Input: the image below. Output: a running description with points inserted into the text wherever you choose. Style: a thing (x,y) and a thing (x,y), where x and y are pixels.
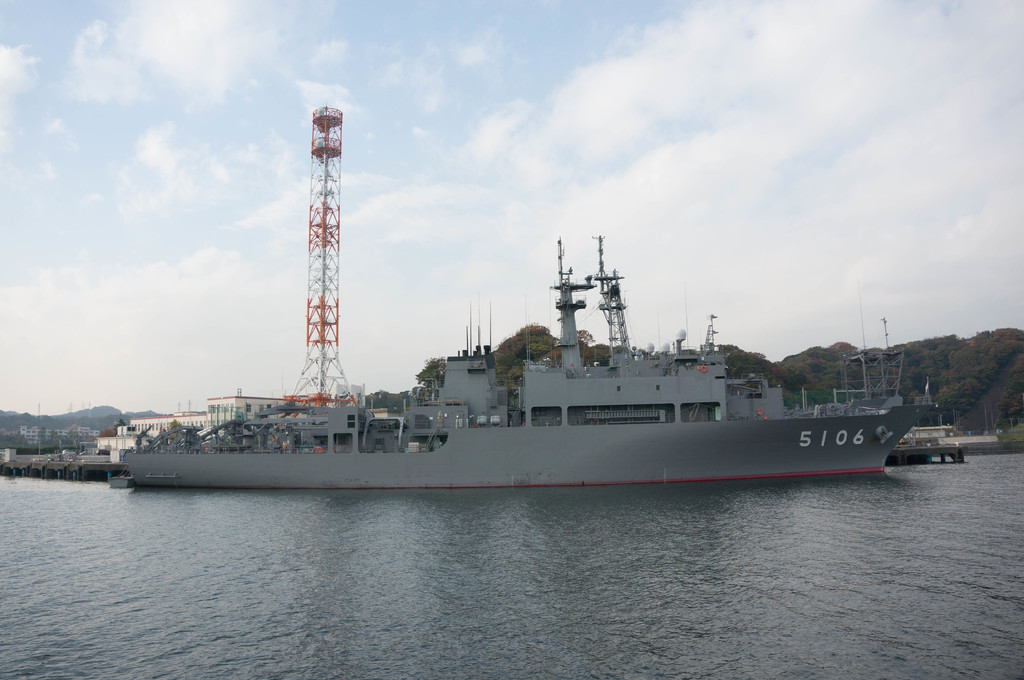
In the center of the image (587,394) we can see ship (545,373), tower (297,406), buildings (149,421), bridge (67,461), trees (117,415), poles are there. At the top of the image (485,117) clouds (485,150) are present in the sky (492,70). At the bottom of the image (560,605) water (458,569) is there.
